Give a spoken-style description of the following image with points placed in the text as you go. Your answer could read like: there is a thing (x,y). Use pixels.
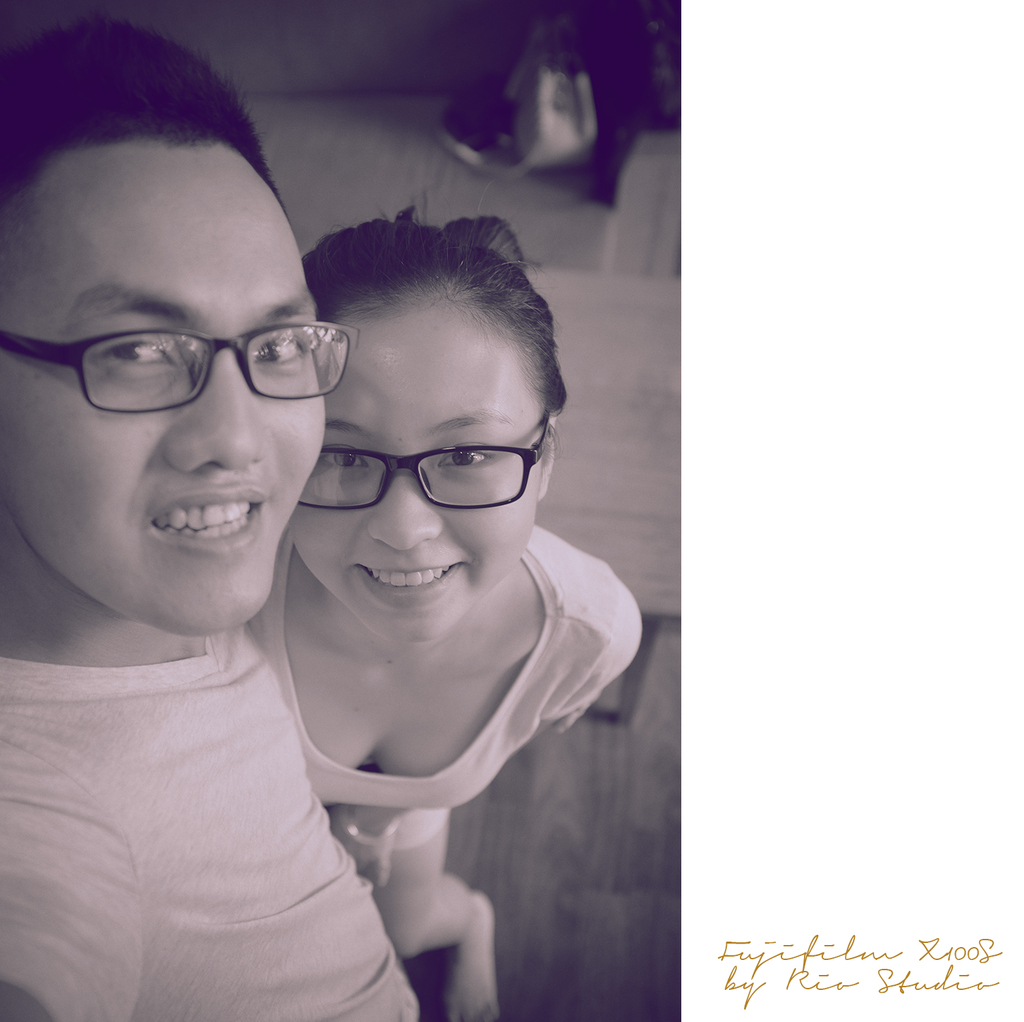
This image is black and white image. There are two persons (349,785) in this image. One is man (52,398), another one is woman (313,714).
